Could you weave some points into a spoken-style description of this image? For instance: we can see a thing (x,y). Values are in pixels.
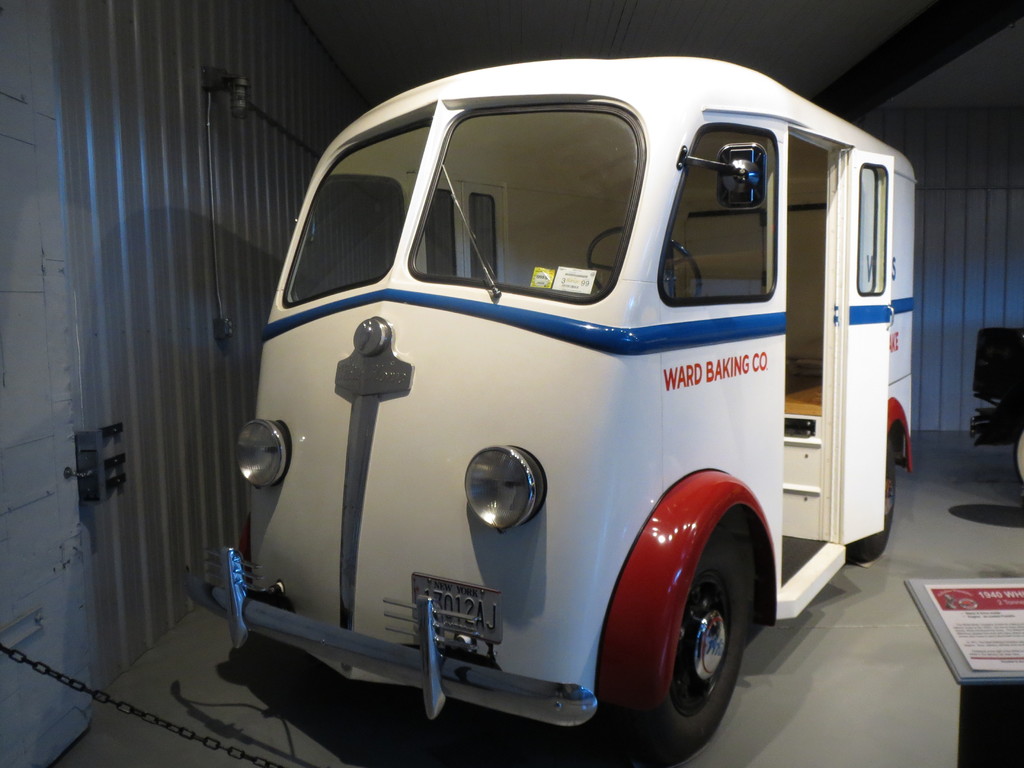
In this image we can see a vehicle (334,392) parked on the ground (324,741). In the background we can see a door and a chain (163,723).
